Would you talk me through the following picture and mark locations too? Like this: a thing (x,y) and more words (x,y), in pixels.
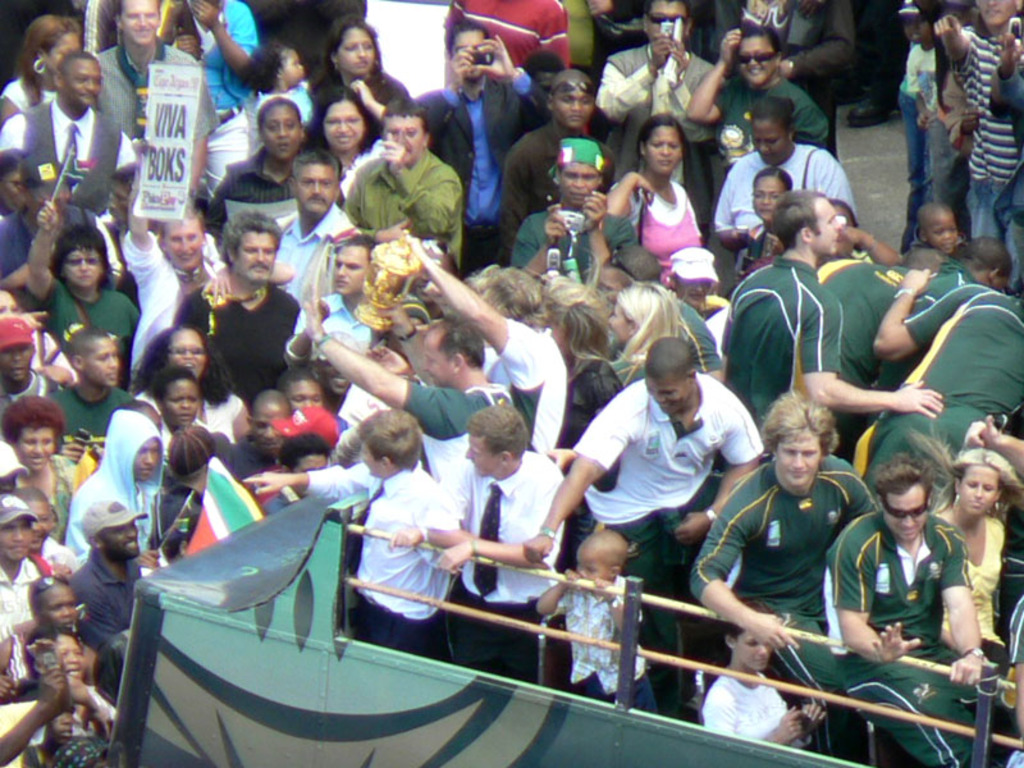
In this image I can see there are groups of persons (491,423) standing and holding an object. And there is a stick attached to the stand (334,584).
